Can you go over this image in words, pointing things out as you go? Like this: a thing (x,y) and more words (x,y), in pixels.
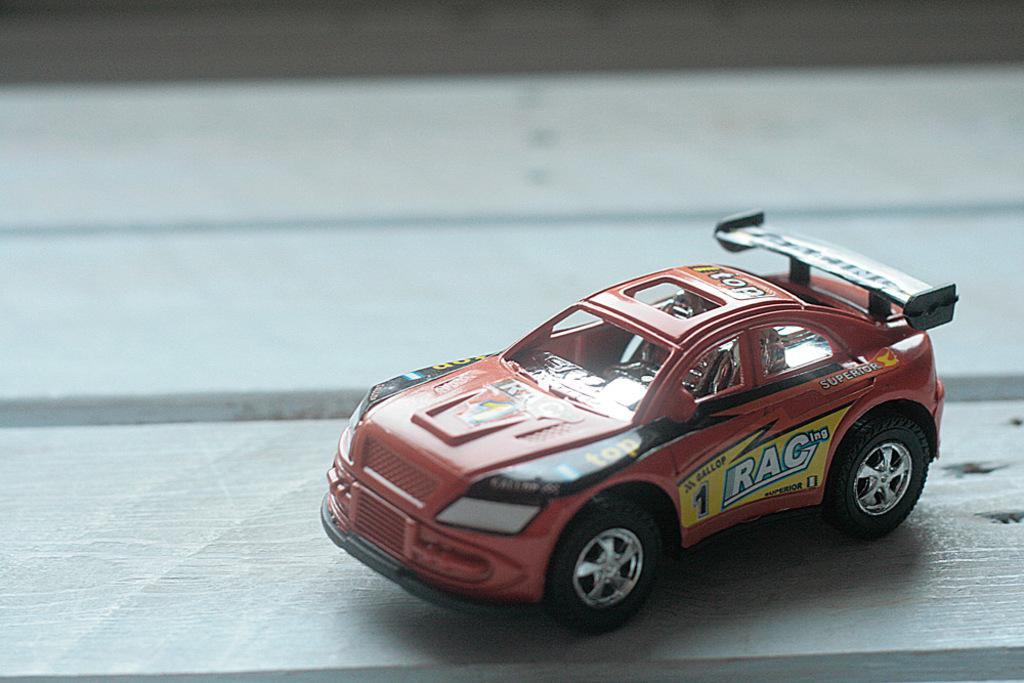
In this image, we can see a table (742,620), on the table (721,657), we can see a toy car (817,341).
